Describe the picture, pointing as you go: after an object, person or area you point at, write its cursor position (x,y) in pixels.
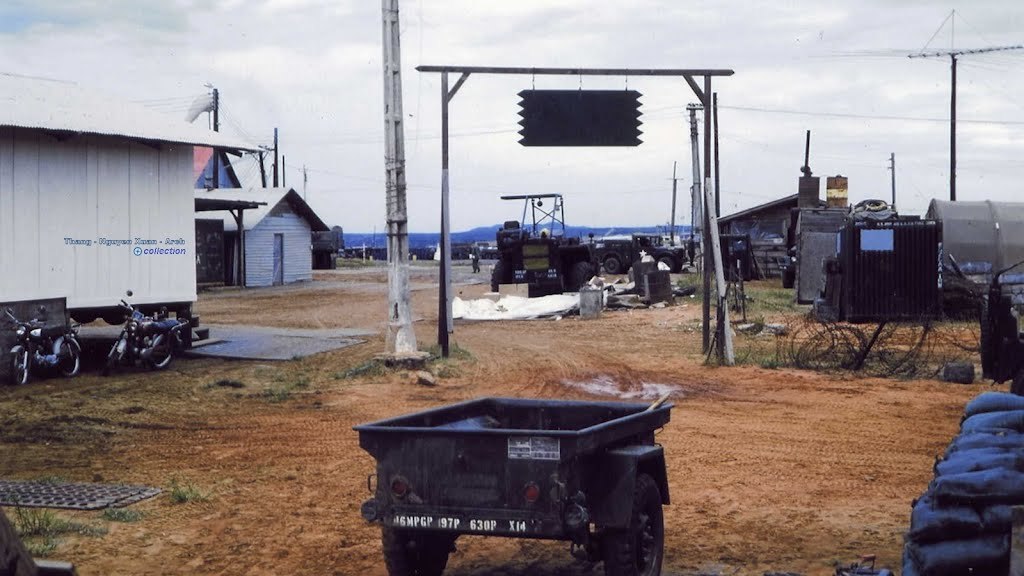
This image consists of two bikes (14,353) and a cabin (123,215). In the middle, there is a trolley (458,466). At the bottom (118,468), there is a ground (219,410). In the background (804,220), there are small houses (950,227) and poles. To the right (998,432), there are bags (982,515) on the ground (926,473). At the top (183,50), there are clouds (162,67) in the sky (173,69).
